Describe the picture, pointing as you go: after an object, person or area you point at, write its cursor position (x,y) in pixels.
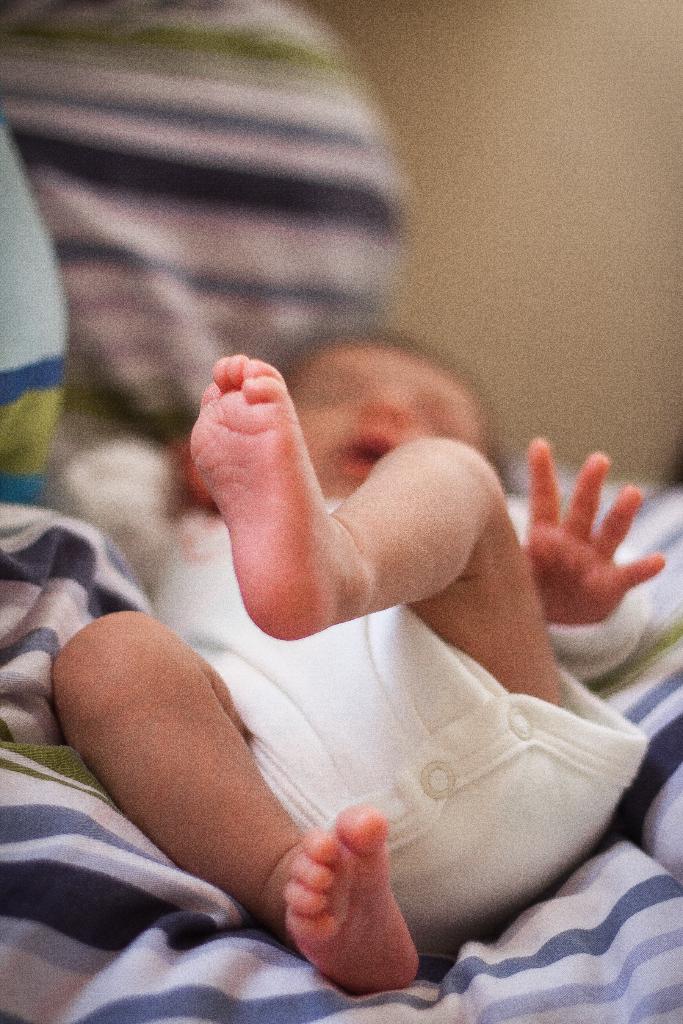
There is a baby (357,472) in white color dress (222,583), laying on a bed sheet (660,759). In the background (595,91), there is wall (537,74).
